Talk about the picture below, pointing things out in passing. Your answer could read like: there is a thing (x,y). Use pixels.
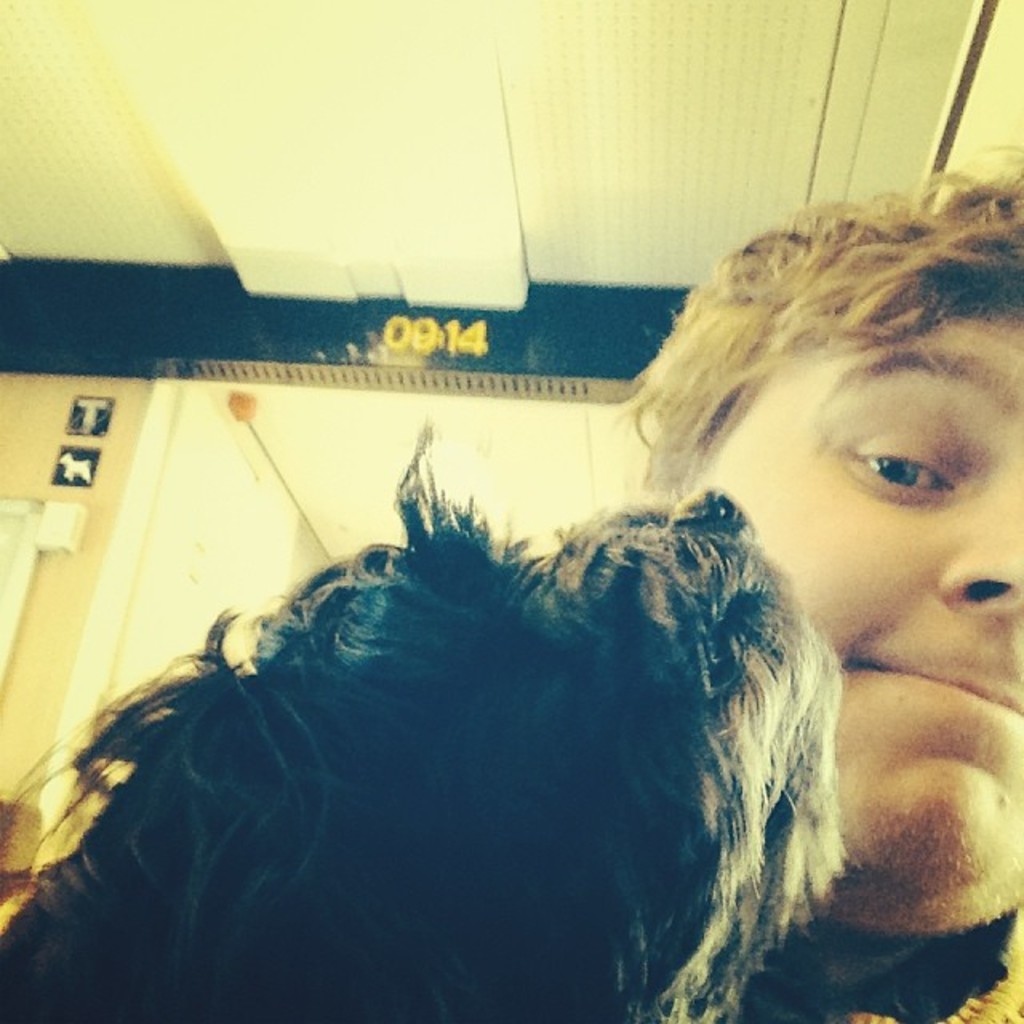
In this image I can see the person (845,537) with the black color dog (579,715). In the background (68,464) I can see the boards (82,459) to the wall (168,541). I can also see the number (394,325) in the top (404,333).
